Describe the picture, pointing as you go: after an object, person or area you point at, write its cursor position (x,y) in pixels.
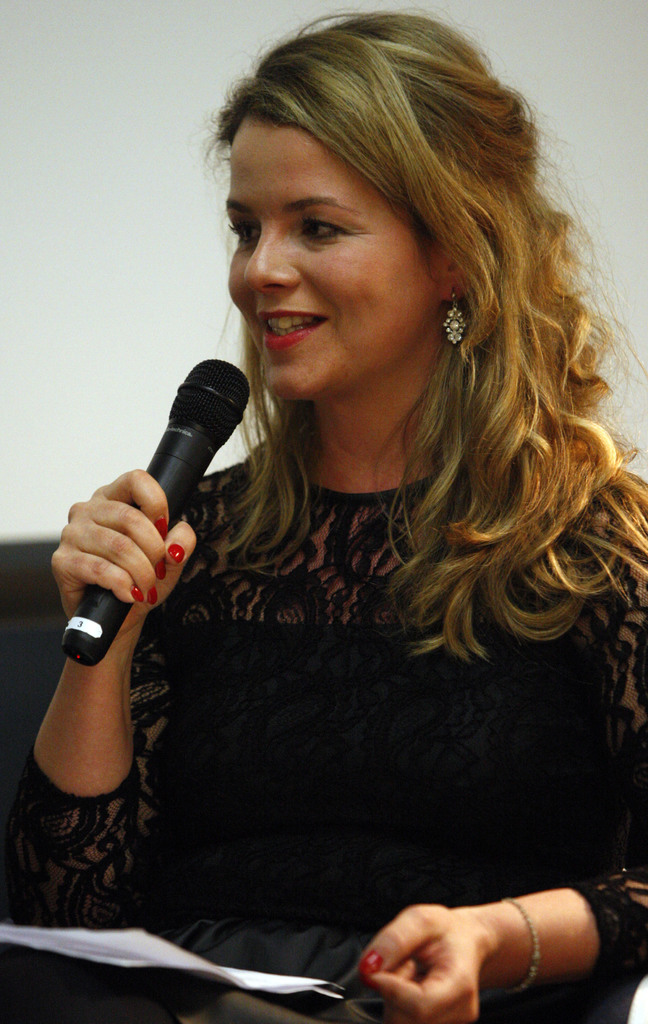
In this picture we can a beautiful women (459,573) wearing a black gown (313,899) and sitting on the chair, holding a microphone (214,380) in her right hand (132,641) and a piece of paper (166,961) on her lap (138,997), seeing and smiling towards the side.
